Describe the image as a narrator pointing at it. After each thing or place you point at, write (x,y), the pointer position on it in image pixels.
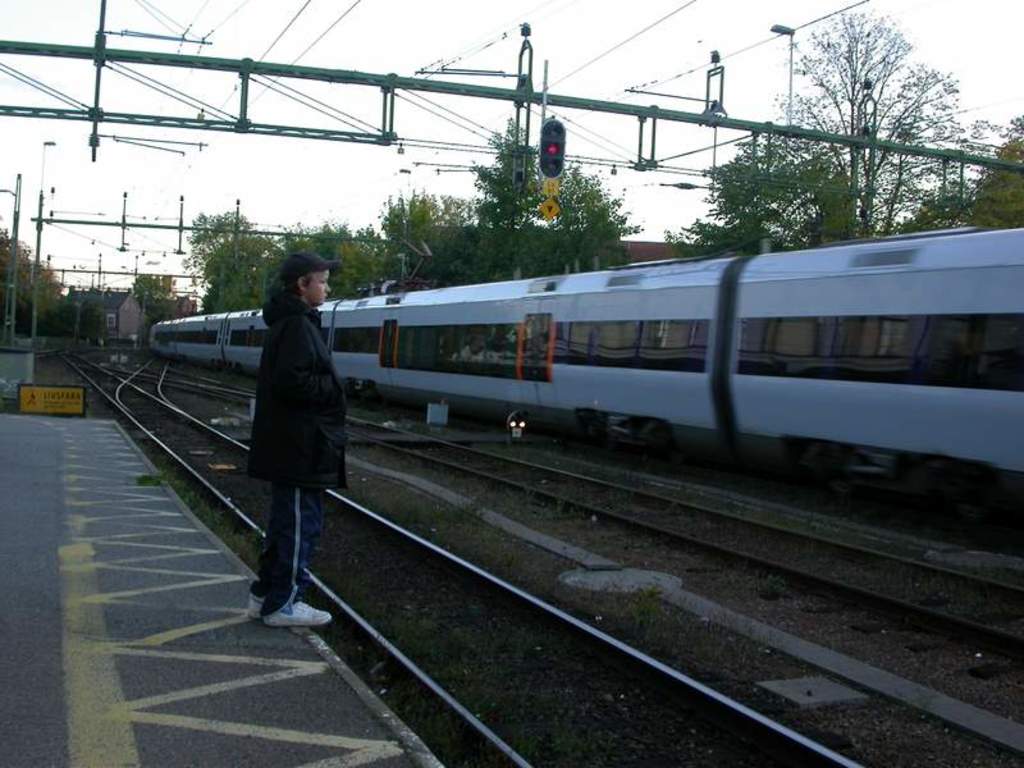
In this picture, we see a man (312,363) in the black jacket (312,363) is standing on the platform (250,586). In front of him, we see a train (685,390) is moving on the railway tracks/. At the bottom (495,588), we see the grass (509,685), stones (598,686) and the railway tracks (512,635). On the left side (70,385), we see a board (63,406) in yellow color with some text (63,406) written on it. Behind that, we see the poles (14,292). On the right side (735,212), we see the trees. There are trees (26,275) and the poles (999,161) in the background (775,206). At the top (642,112), we see the sky (603,93) and the hoarding poles (521,205) or rods (96,222).
